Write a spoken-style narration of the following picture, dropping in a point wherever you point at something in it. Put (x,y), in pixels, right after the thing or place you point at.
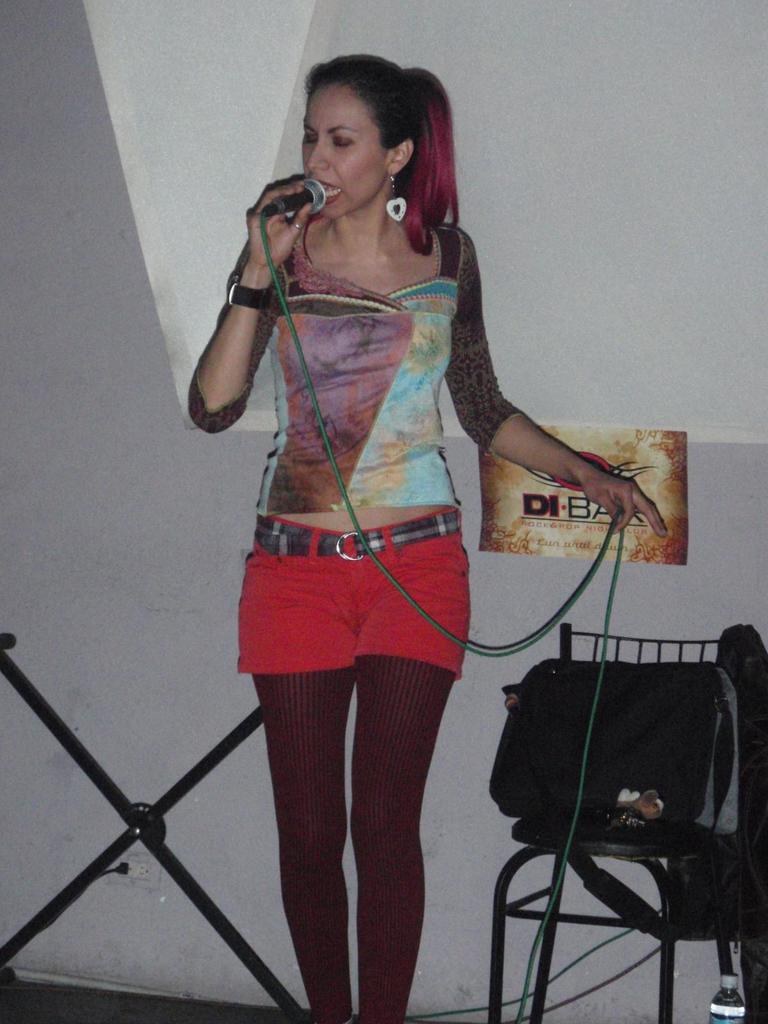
In the center of the image (420,621) we can see a woman (350,660) standing holding a mic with wire (582,777). We can also see a bottle (720,1007), a bag (545,787) on a chair (547,837), a stand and a paper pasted on a wall (454,715).
